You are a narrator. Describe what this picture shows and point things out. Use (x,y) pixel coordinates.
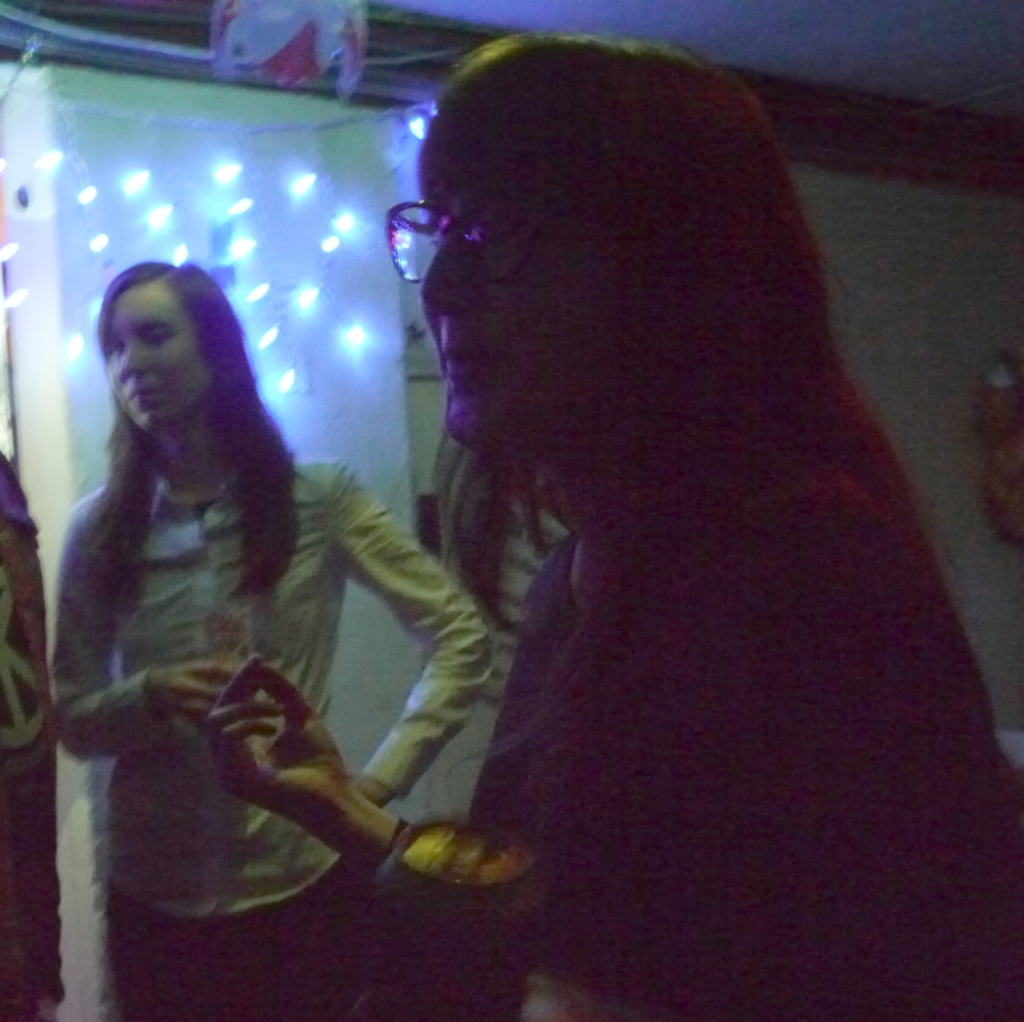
This image is taken during night time. In this image we can see two women (656,758). In the background (356,273) there is a pillar (278,136) and also lights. We can also see some part of ceiling (875,50).
